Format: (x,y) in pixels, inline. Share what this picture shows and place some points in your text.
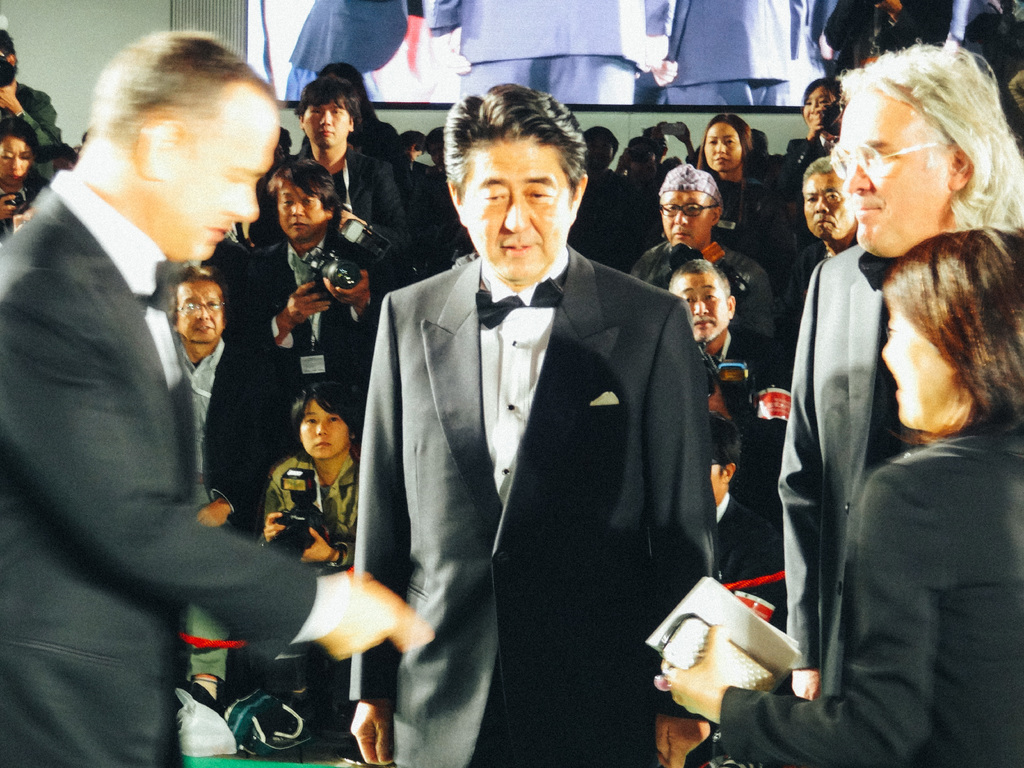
In this image in the front (982,440) there are persons (842,415) standing and smiling. In the background (297,239) there are persons (293,267) holding cameras (340,279) in their hands (306,316) and there is a screen (606,43) and on the screen (432,40) there are persons (672,46) displaying. In the center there is an object (779,576) which is red in colour.
